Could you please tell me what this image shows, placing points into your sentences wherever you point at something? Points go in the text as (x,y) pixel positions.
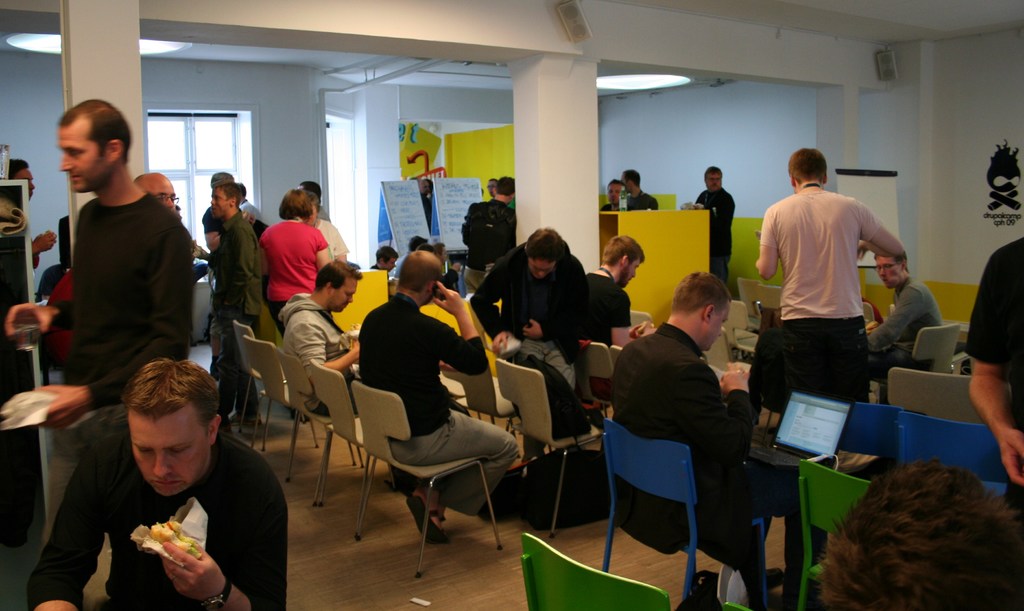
There are many people (435,347) sitting and standing in this room (140,238). A person (135,512) in the front (137,525) is holding a food item (172,522) and eating. He is wearing a watch (211,604). There are many chairs (383,462). Another person (672,388) is sitting near a laptop (801,416) In the background (828,150) there is a wall (714,131). There are pillars (356,138), also there are boards (439,190), windows (224,140) and doors (344,149) in the background (344,155).
